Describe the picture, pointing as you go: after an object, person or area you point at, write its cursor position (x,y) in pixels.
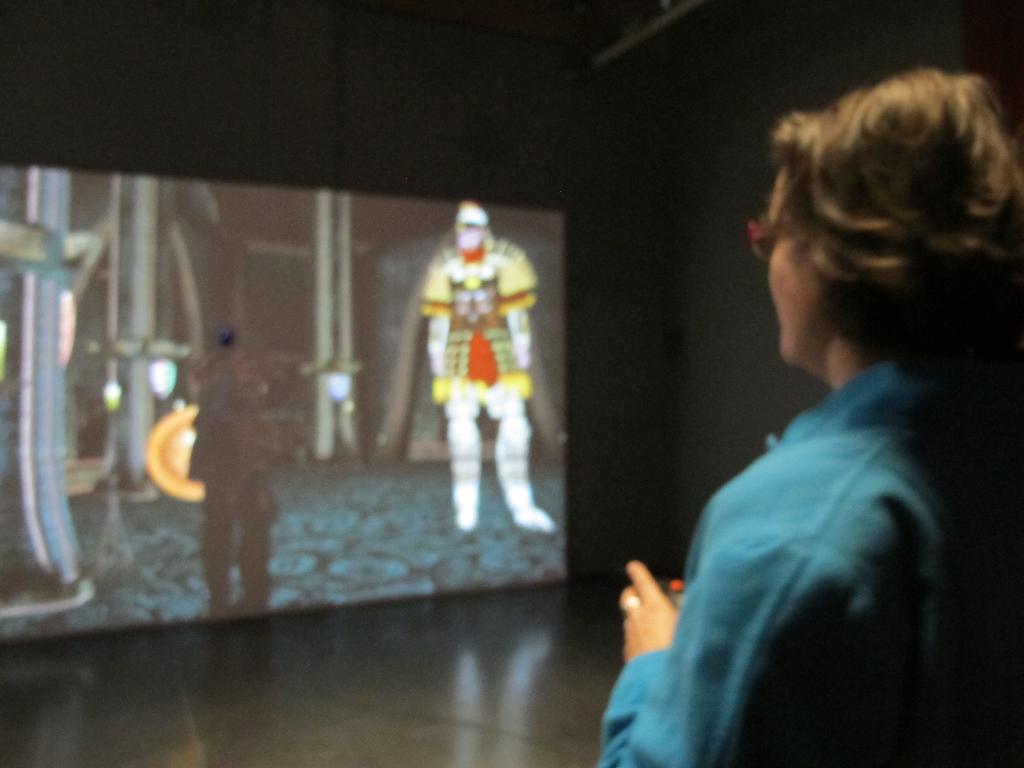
Here on the right side (907,233) we can see a woman (839,457) standing on the floor (470,705) and in front of her we can see a digital screen (422,449) present and something cartoon (456,331) is running on the screen (340,437) over there.
